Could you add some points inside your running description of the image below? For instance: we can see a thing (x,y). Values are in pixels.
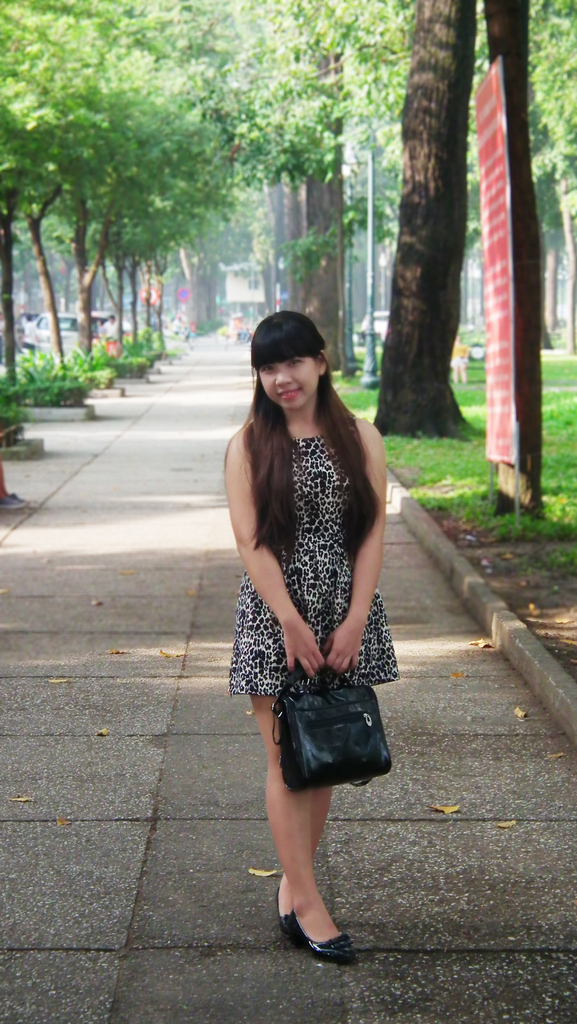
There is an outside view of a picture. There is a person (341,422) standing at the center of this image (321,448) and wearing clothes (318,467). There are some trees (397,27) behind this person (299,488). This person (369,564) is holding a bag (362,729) with her hand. There is a banner (497,176) in the top right of the image (493,185).
